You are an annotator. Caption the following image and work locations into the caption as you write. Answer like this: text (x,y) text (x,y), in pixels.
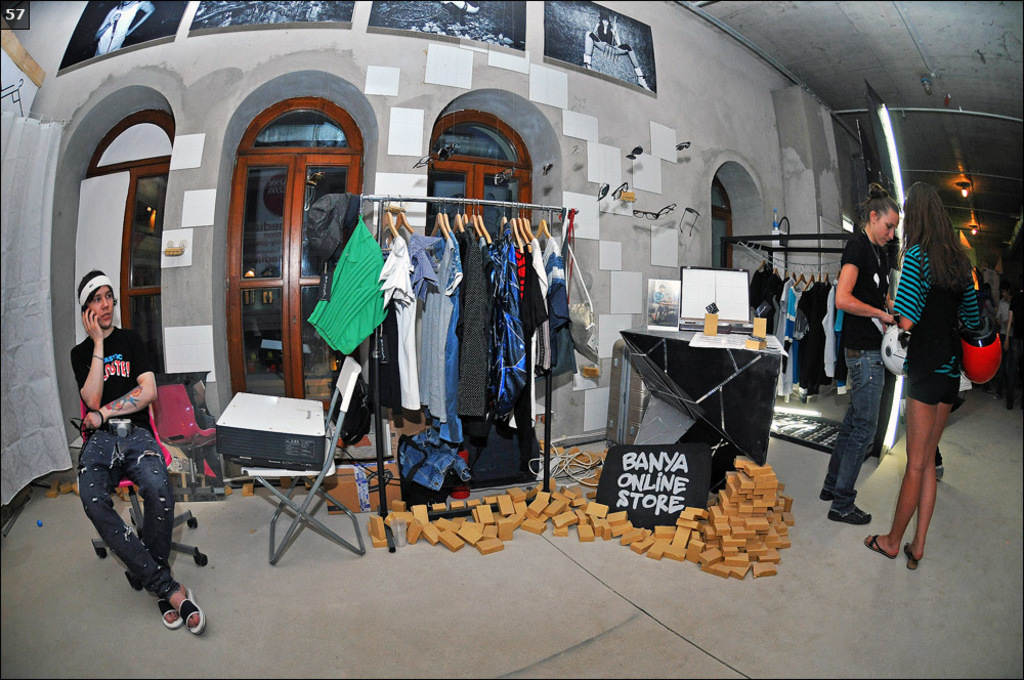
In this picture I can see a man (137,462) sitting on the chair (156,433), there is a camera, there are group of people (874,426) standing, there are helmets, there are wooden blocks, there is an object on the chair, there is a monitor (744,283) and some other items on the table (755,417), there is a board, there are clothes (754,304) hanging to the clothes hangers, and in the background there are lights (888,134), frames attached to the wall (693,165) and some other items (663,159).
